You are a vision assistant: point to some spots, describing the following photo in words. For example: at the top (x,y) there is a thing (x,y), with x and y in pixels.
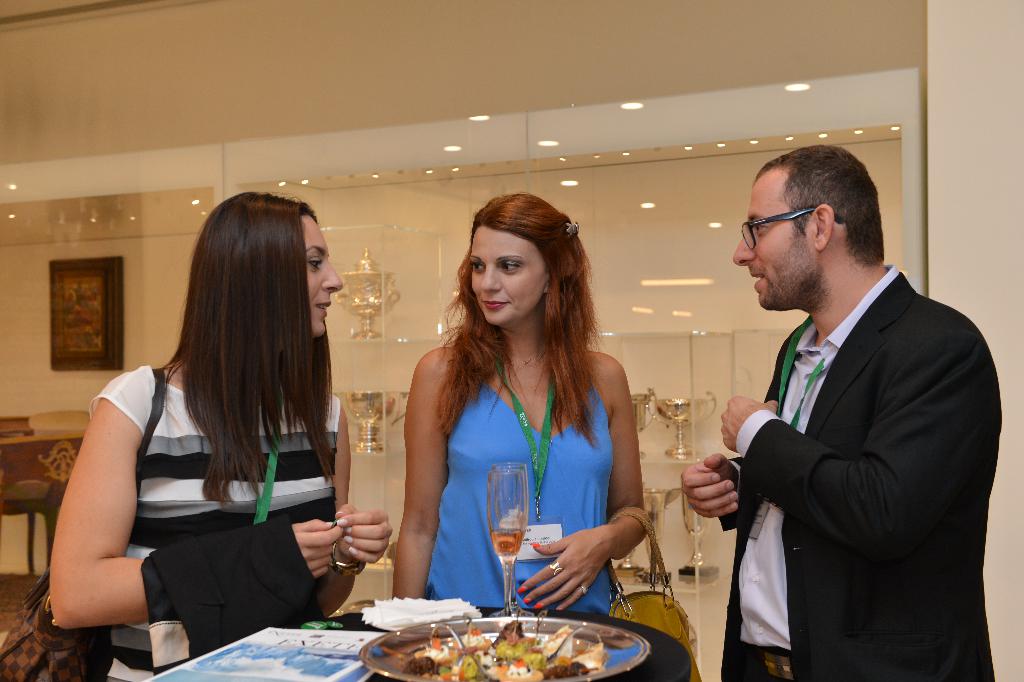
This picture is clicked inside. In the foreground (653,661) there is a table (677,670) on the top of which glass of drink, plate of food (557,653) and some items (307,630) are placed and we can see the group of persons (302,505) standing. In the background (539,91) there is a picture frame (55,294) hanging on the wall (36,306) and we can see there are some items (67,420) and we can see the roof (455,154) and ceiling lights (377,177) and some other items (366,440).
